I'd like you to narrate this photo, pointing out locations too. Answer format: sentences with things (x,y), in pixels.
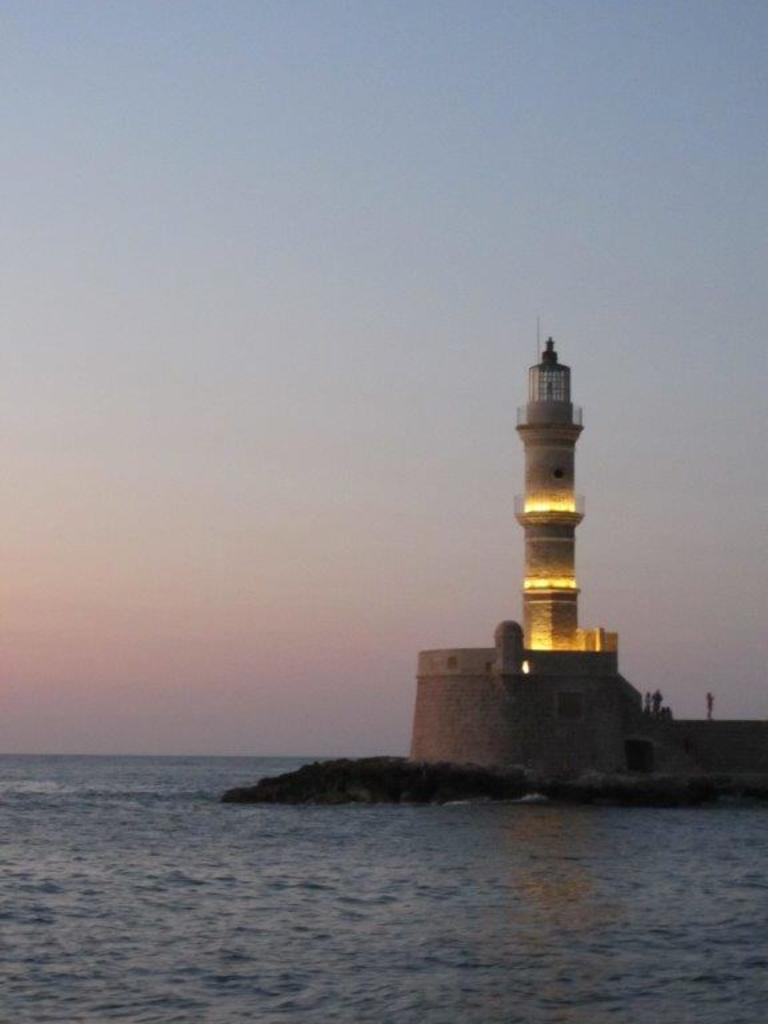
In this image there is a lighthouse (503,739) with people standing on it, around the lighthouse (510,698) there is water (130,761).
